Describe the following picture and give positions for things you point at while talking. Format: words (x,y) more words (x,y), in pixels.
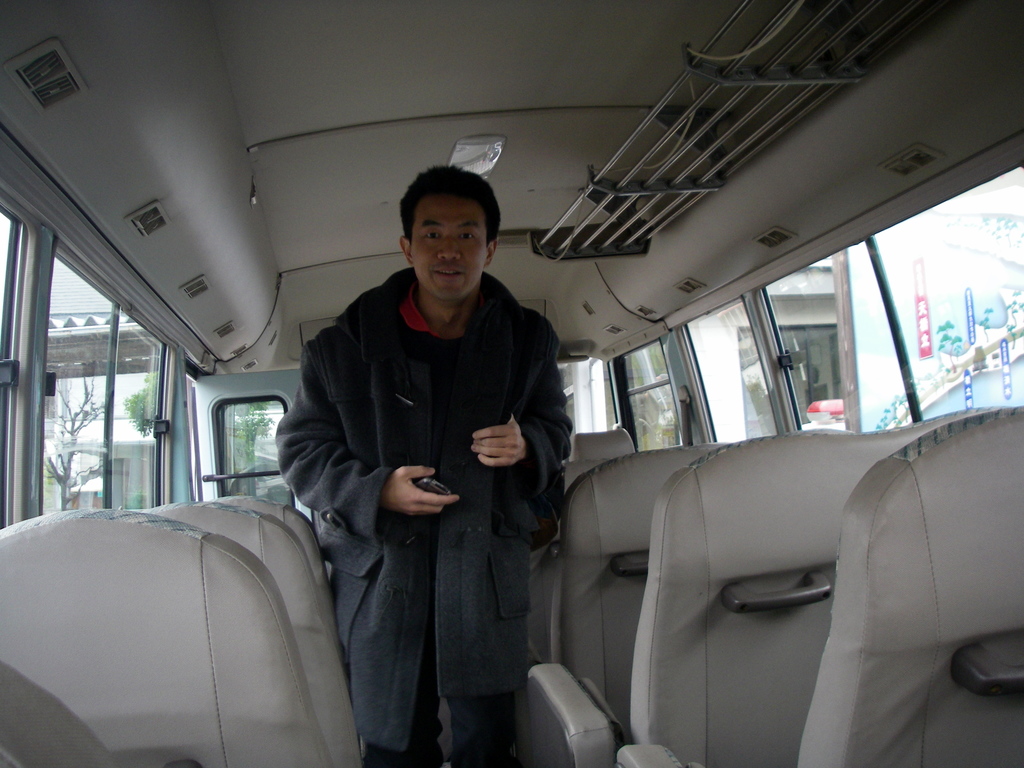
In this image we can see a man (443,436) standing and holding an object (432,482) inside the vehicle (518,122) and through the glass (824,335) we can see a building (118,412), shed (92,331), trees (251,423) and banners (919,335).
